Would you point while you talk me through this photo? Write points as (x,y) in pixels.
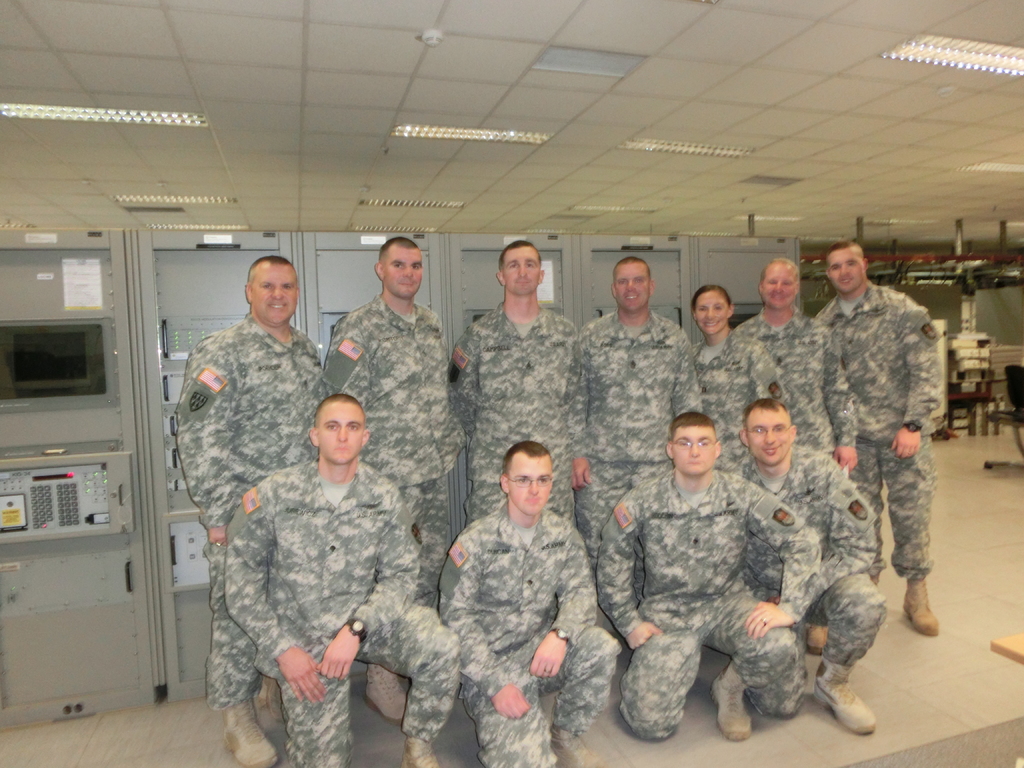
In this picture we can see a group of people (409,368) where some are standing on the floor (939,541) and smiling and at the back of them we can see machines (569,291), paper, lights (48,115) and in the background (992,320) we can see some objects (955,259).
